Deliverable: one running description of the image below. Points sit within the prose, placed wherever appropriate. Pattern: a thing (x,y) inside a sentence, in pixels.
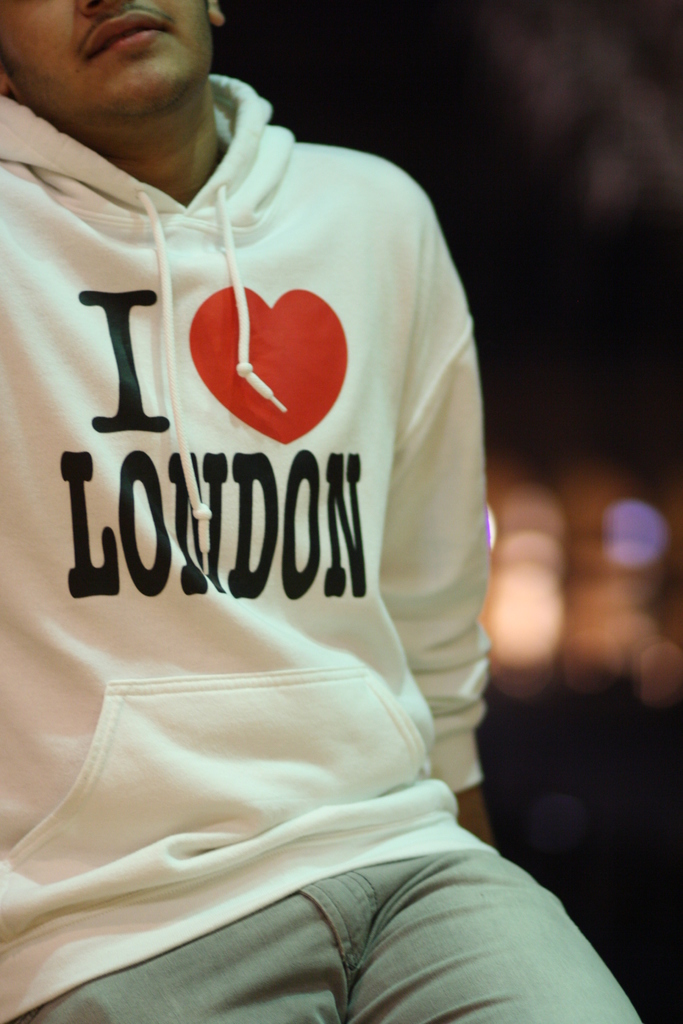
In this image we can see a person (254,517) and a blurry background (648,730).
